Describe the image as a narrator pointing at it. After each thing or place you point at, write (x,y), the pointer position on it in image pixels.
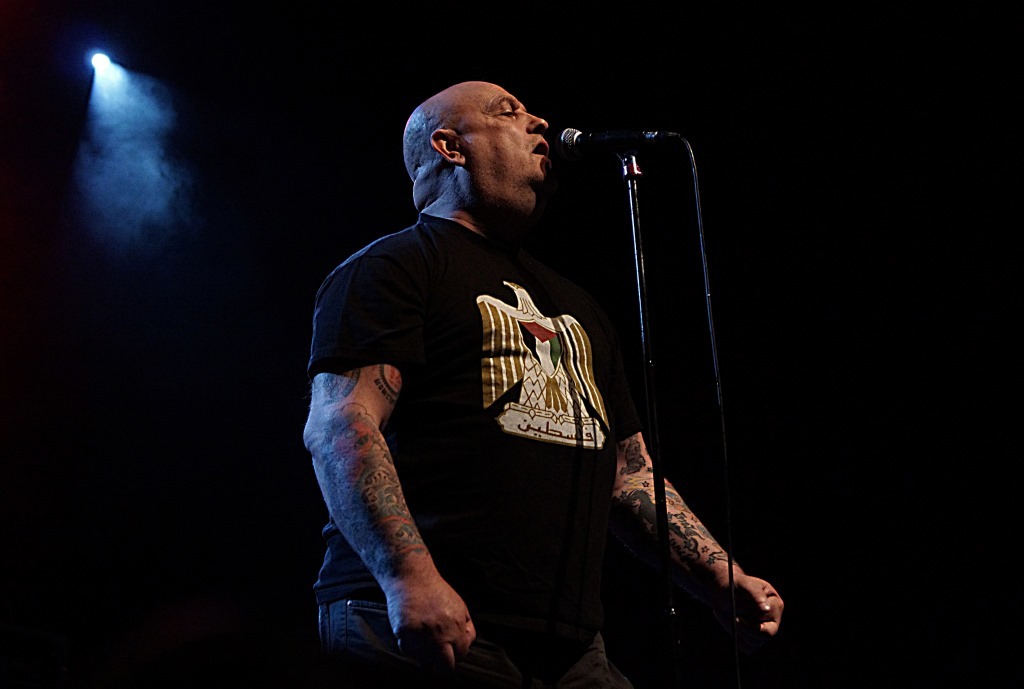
Here I can see a man (451,424) standing facing towards the right side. In front of this man (529,167) there is a mike stand (640,278). It seems like this person (484,272) is singing. The background (283,139) is in black color. At the top left (96,62) there is a light (106,70).
